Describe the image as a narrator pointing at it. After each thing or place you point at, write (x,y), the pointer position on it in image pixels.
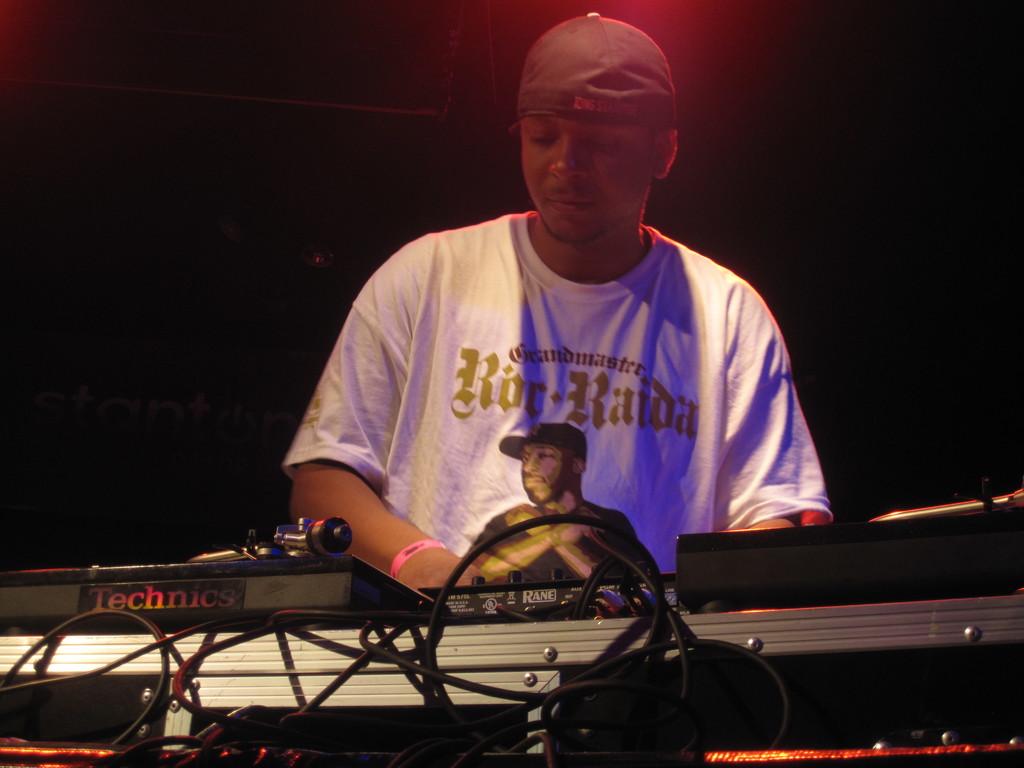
At the bottom of the image (510,611) there is an object (612,646) with wires (355,619) and also there are black boxes (131,589). Behind them there is a man (567,88) with a cap (648,116) on his head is standing. Behind him there is a dark background (900,473).
